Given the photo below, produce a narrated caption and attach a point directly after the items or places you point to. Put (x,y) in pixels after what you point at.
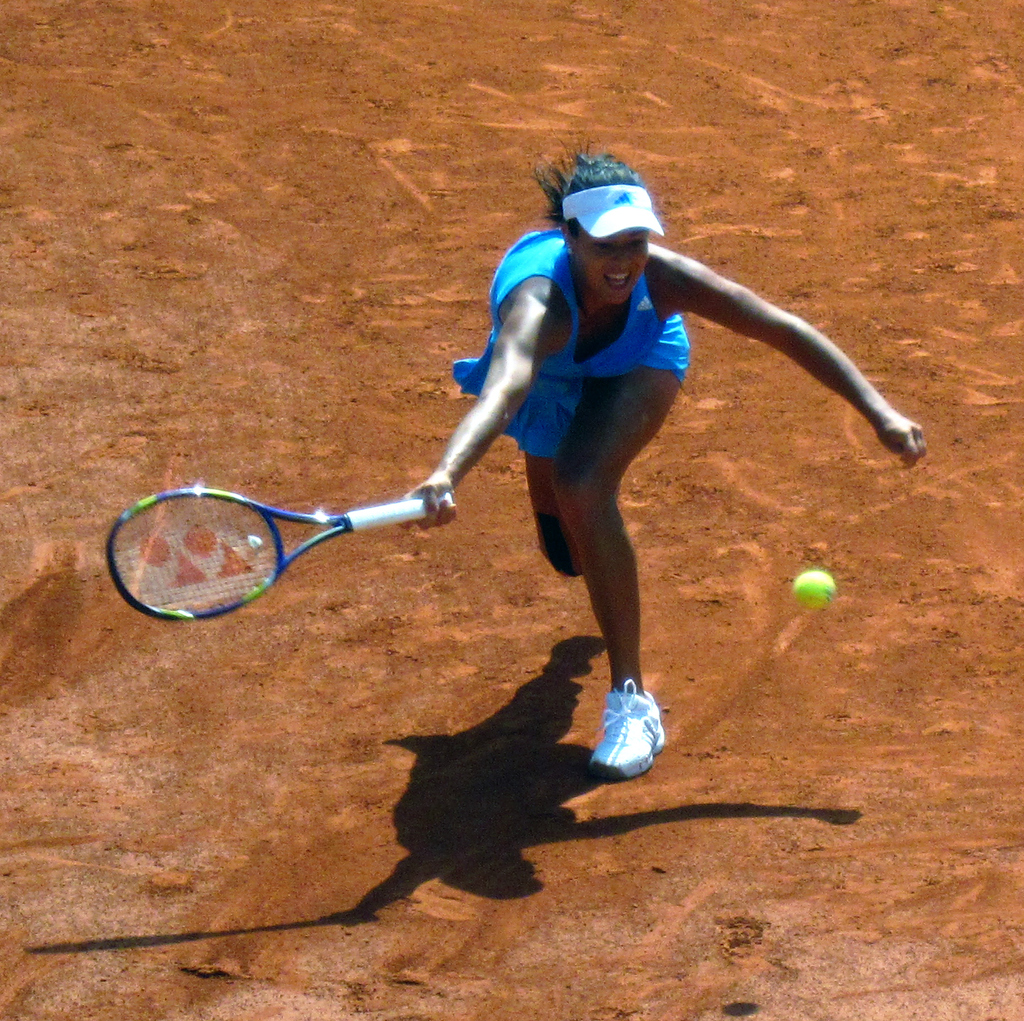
In this image i can see a playground (431,165). on the center (589,380) a woman (579,189) wearing a blue color skirt (585,367) and wearing white shoes (632,747) and wearing a cap (628,225) on her head (625,262) and there is a green color ball (816,598) on the right side (827,580). she holding a bat (274,552) on the left side of her hand (432,518). there is a shadow (477,864) of the woman (539,295) on the playground (456,913).
